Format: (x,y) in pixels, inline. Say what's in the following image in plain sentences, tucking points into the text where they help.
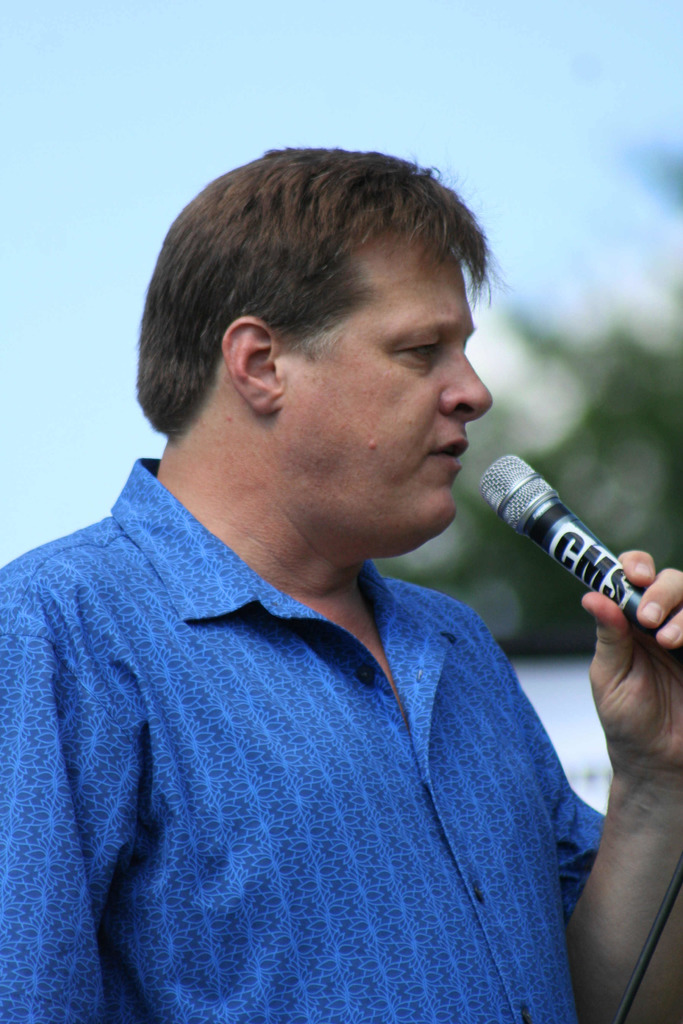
In this image there is a man (344,758) holding a microphone (572,564) in his hand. There is text (581,556) on the microphone (535,539). At the top (366,93) there is the sky (397,104). The background (578,476) is blurry.
